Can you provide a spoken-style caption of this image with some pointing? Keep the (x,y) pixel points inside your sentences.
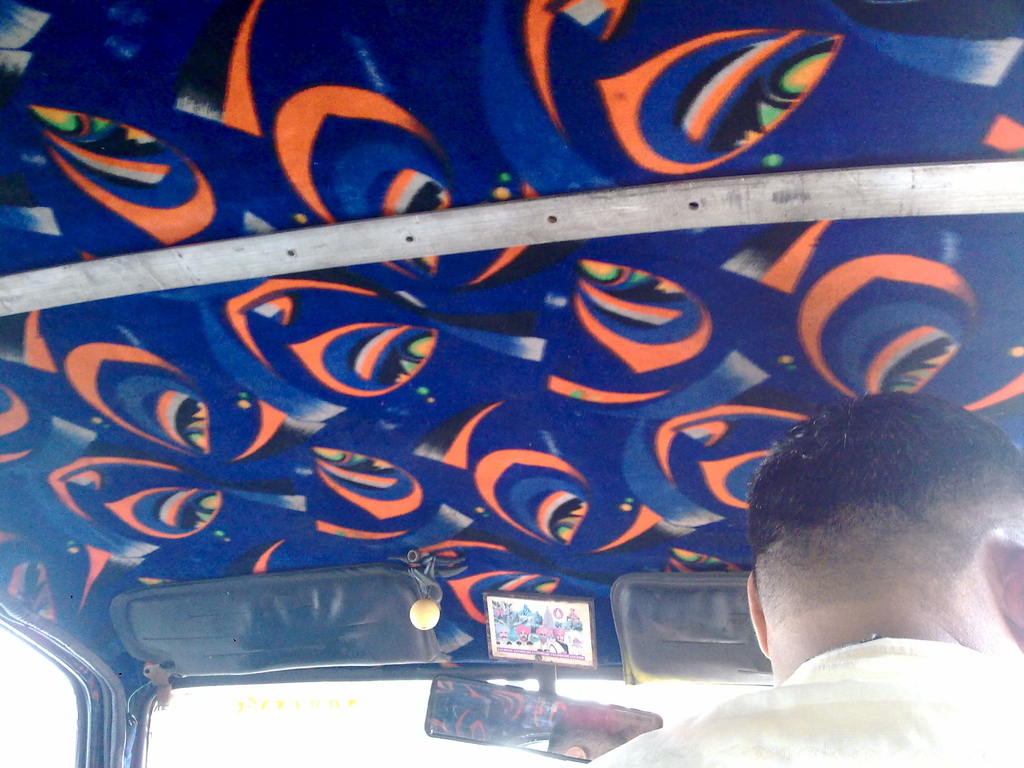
In this picture there is a man (773,719) who is sitting inside the vehicle (501,761). At the top (292,190) I can see the cloth (602,300). At the bottom (477,717) I can see the mirror (494,690), beside that I can see some poster (546,661). In the bottom left corner (30,717) there is a window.
